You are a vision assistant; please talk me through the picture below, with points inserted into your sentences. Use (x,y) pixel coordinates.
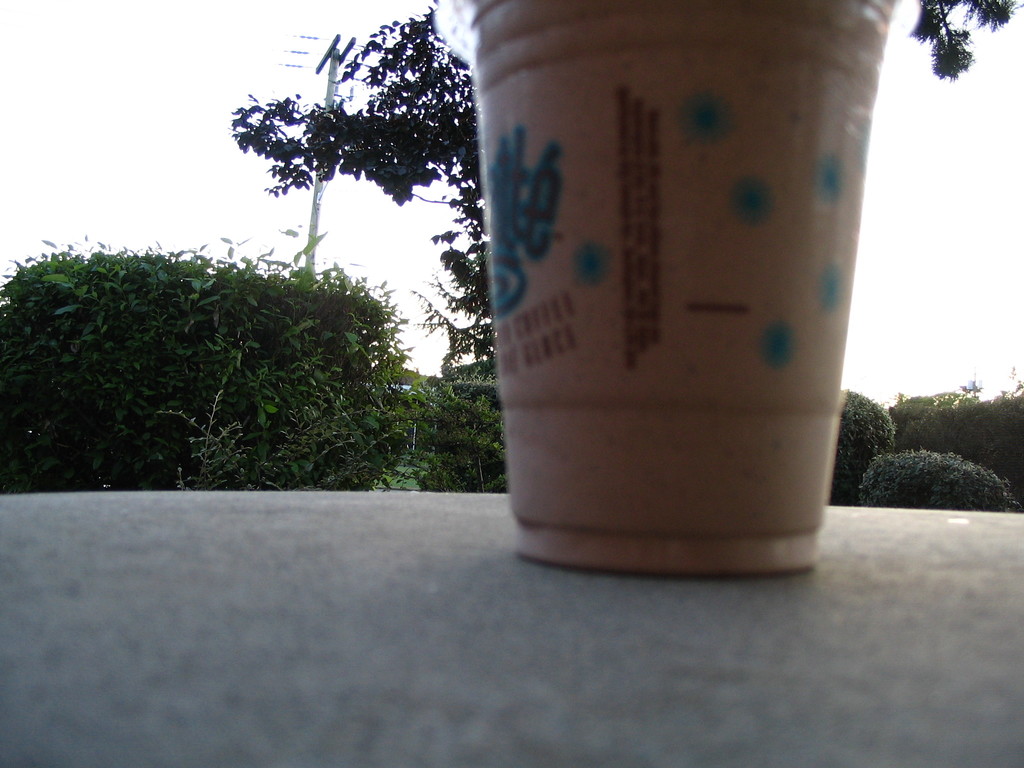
In this image there is a cup (644,418) on the floor (600,576). In the background (311,317) there are plants (349,369) and there is an electric pole (324,184) in the middle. At the top (914,225) there is sky (913,233).
